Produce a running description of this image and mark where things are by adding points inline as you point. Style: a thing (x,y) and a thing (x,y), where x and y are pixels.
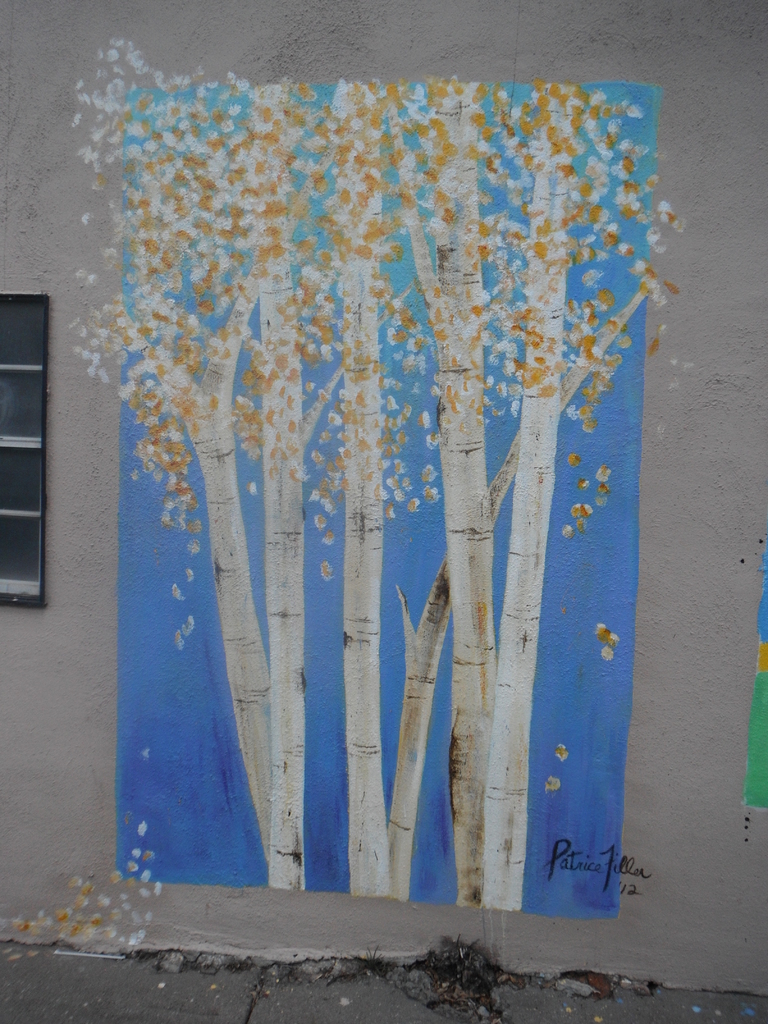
In this image there is a painting (325,584) of trees (251,671) on the wall (62,492) as we can see in the middle of this image (373,600). There is a window (30,456) on the left side of this image (20,493). There is some text (571,861) written in the bottom right side of this image (633,868).
